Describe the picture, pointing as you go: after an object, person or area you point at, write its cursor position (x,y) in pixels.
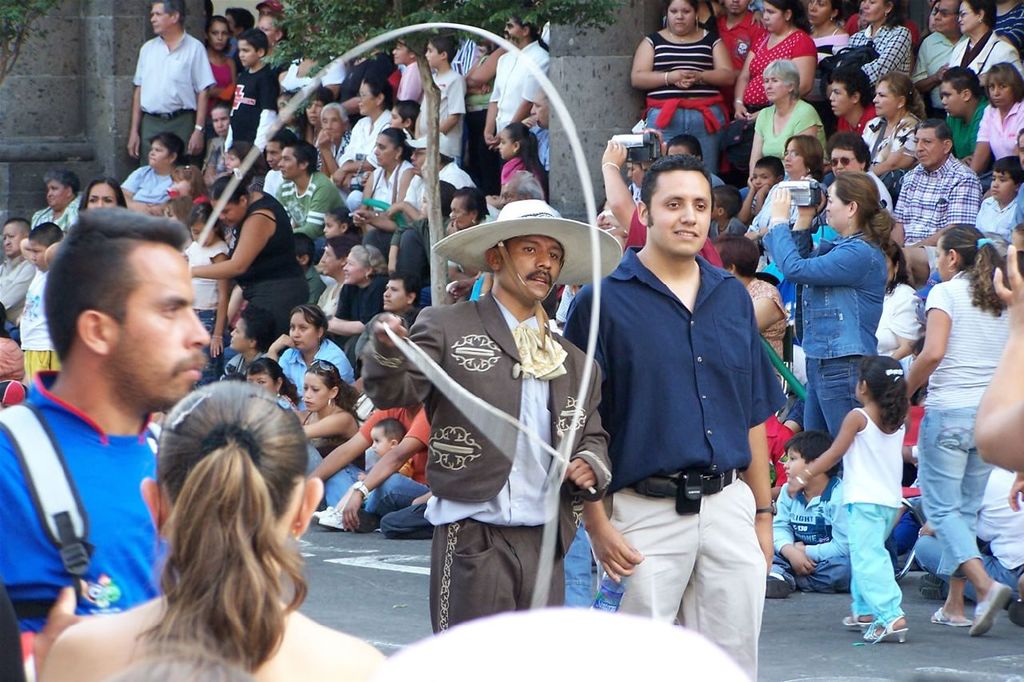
In this image there are a group of persons (796,152) sitting, there are a group of persons (848,294) standing, there are persons (633,228) holding an object (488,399), there is a road (371,574), there is a woman (958,360) walking on the road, there is a girl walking on the road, there are two men (505,373) walking on the road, there is a man (548,268) wearing a hat (528,232) and holding an object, there is an object (566,642) towards the bottom of the image (548,646), there is a woman (216,526) towards the bottom of the image (211,477), there is a man (89,405) towards the left of the image (108,423), he is wearing a bag (81,541), there is a plant (386,17) towards the top of the image (416,12), there is a wall (120,80) towards the top of the image (23,61), there is a person's hand (1001,289) towards the right of the image (1015,365).
